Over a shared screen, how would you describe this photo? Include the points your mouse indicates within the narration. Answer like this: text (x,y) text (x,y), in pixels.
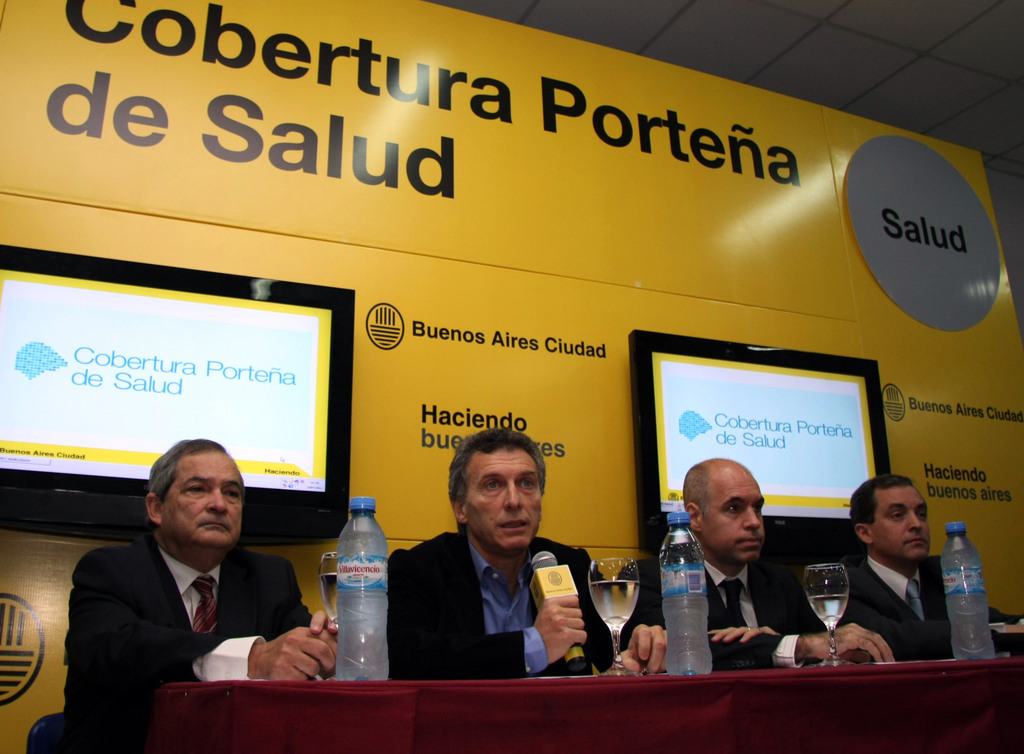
In this image we can see few people (721,539) sitting. In front of them there is a platform (643,706). On that there are glasses (611,624) and bottles (342,677). One person (565,617) is holding a mic (553,589). In the back (515,114) there is a board (402,144) with something written. Also there are screens (186,352).
